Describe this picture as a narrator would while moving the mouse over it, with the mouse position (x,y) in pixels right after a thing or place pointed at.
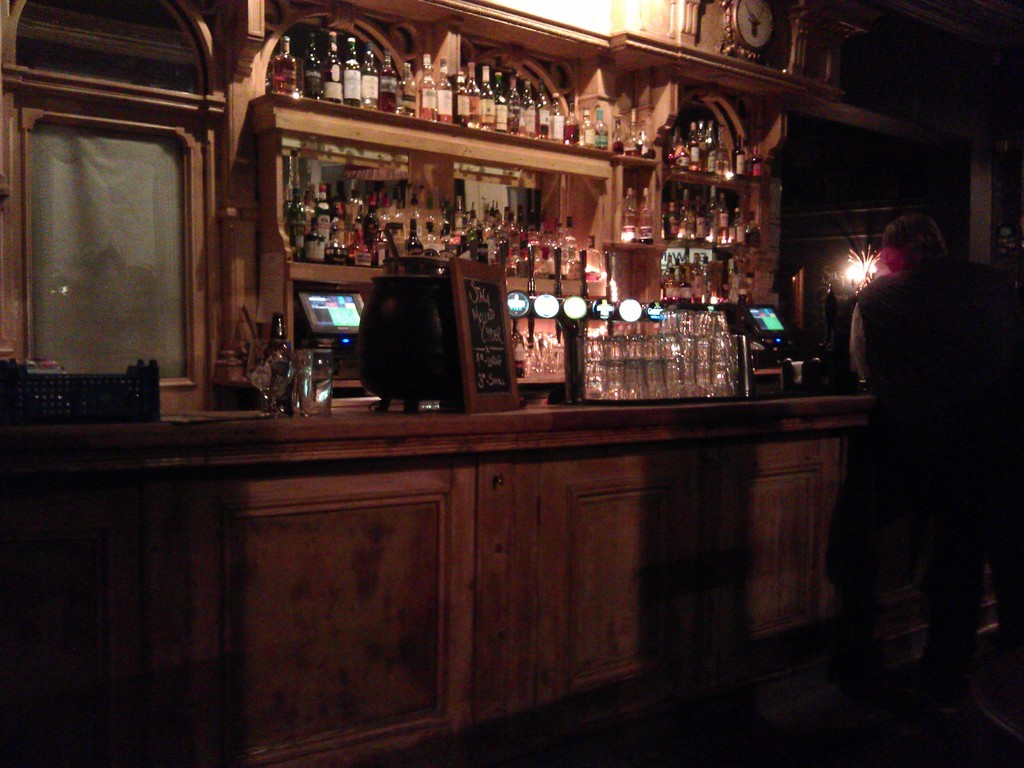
In this picture I can see the counter top (426,431) in front (213,432) on which there are few bottles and many other things (396,368) and in the background (281,256) I can see the racks (581,197) on which there are number of bottles (626,210) and I can see 2 screens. On the right side of this picture (958,314) I can see a person (935,325) standing and I can see a light (851,269) and I see that this picture is a bit in dark.
